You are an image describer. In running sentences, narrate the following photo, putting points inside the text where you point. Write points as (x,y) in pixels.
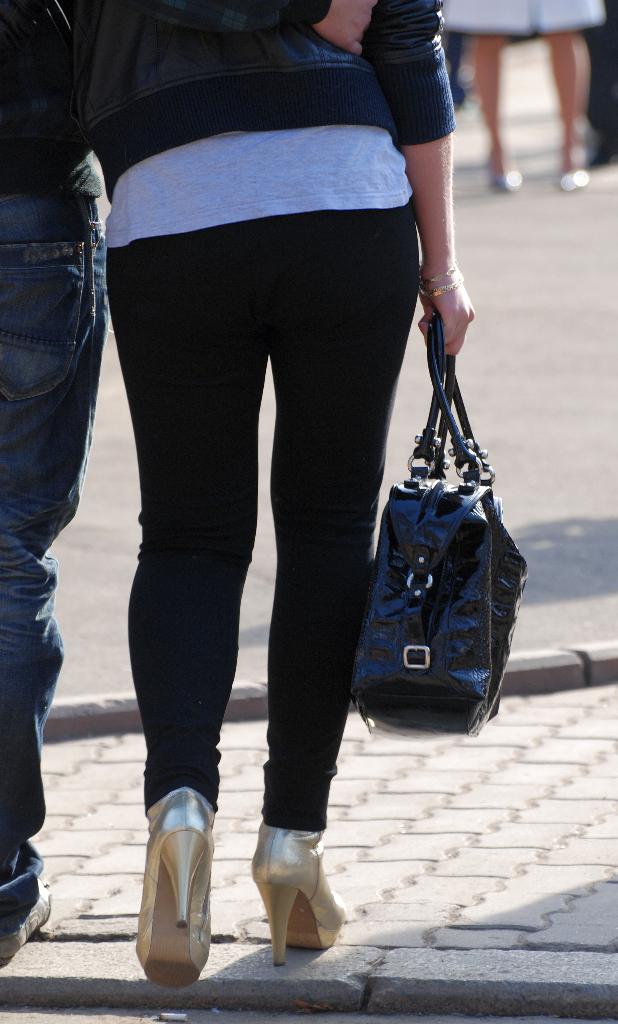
In this image there are two person (230,307) walking on the road (441,825). The person (304,587) is holding a bag (446,661).
